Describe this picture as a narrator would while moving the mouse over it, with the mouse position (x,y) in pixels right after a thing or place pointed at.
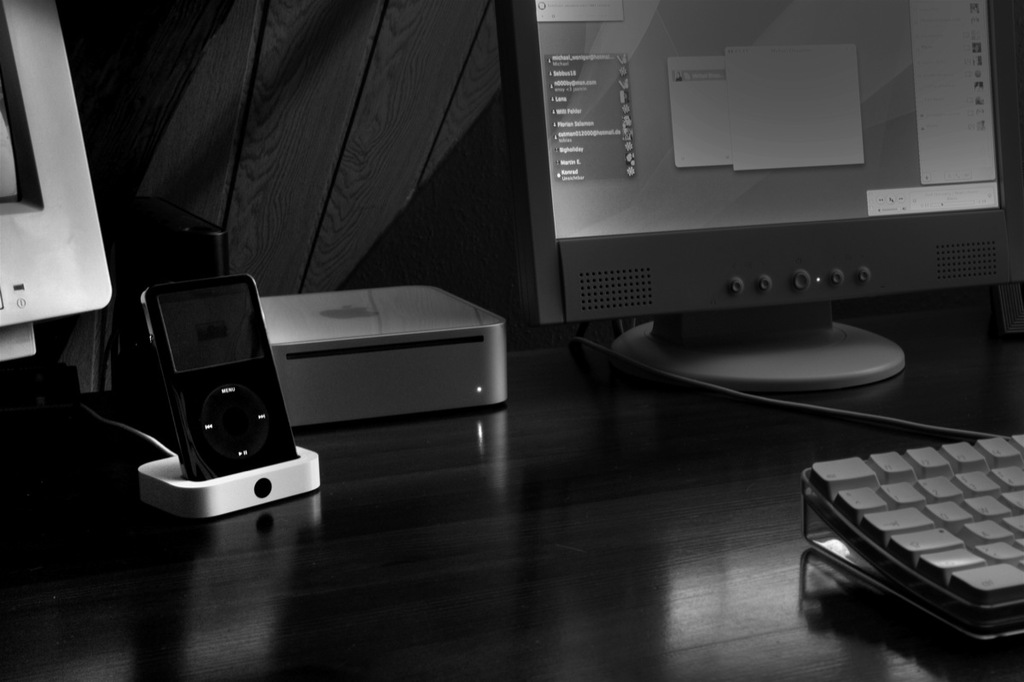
In this image we can see a monitor (699,175) on the top right corner of the image (841,135) and in the bottom right corner of the image (963,519) we can see a keyboard (925,518), in middle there is a iPod (221,353), on the left (80,212) top corner of the image (43,208) we can see another monitor (17,203).
